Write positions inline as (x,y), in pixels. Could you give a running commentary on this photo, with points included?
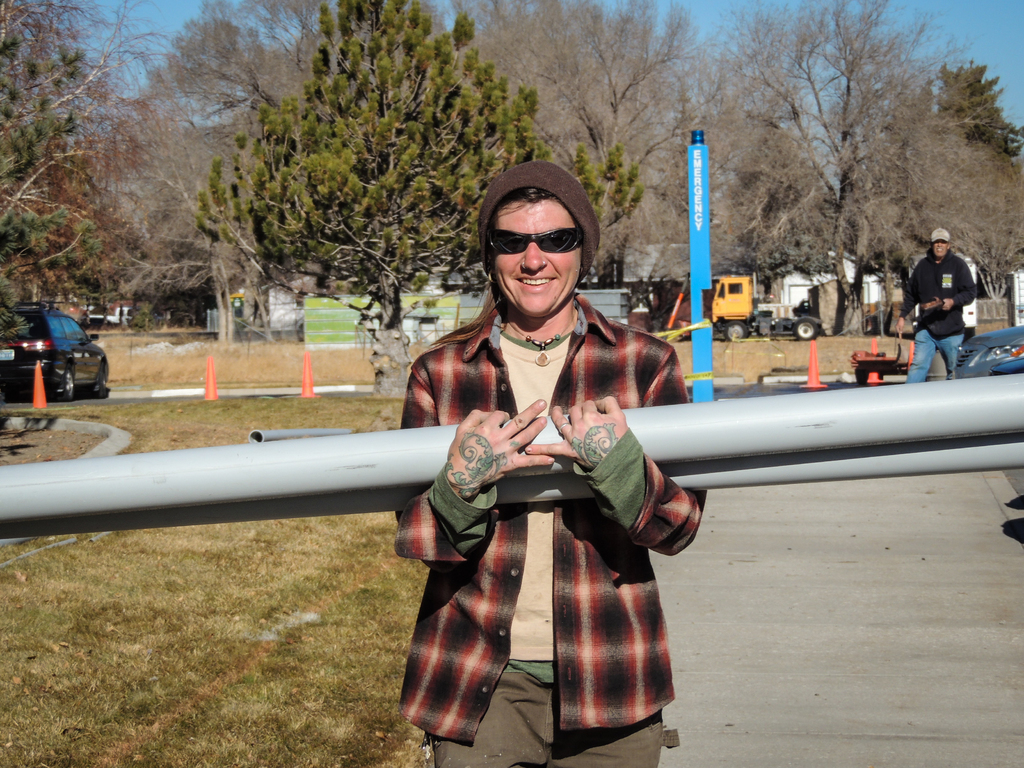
In the image we can see there is a person (612,506) standing and he is holding plastic pipes (20,486) in his hand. Behind there are trees (506,144) and there are vehicles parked on the road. The ground (327,625) is covered with grass (346,607) and there are traffic cones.
